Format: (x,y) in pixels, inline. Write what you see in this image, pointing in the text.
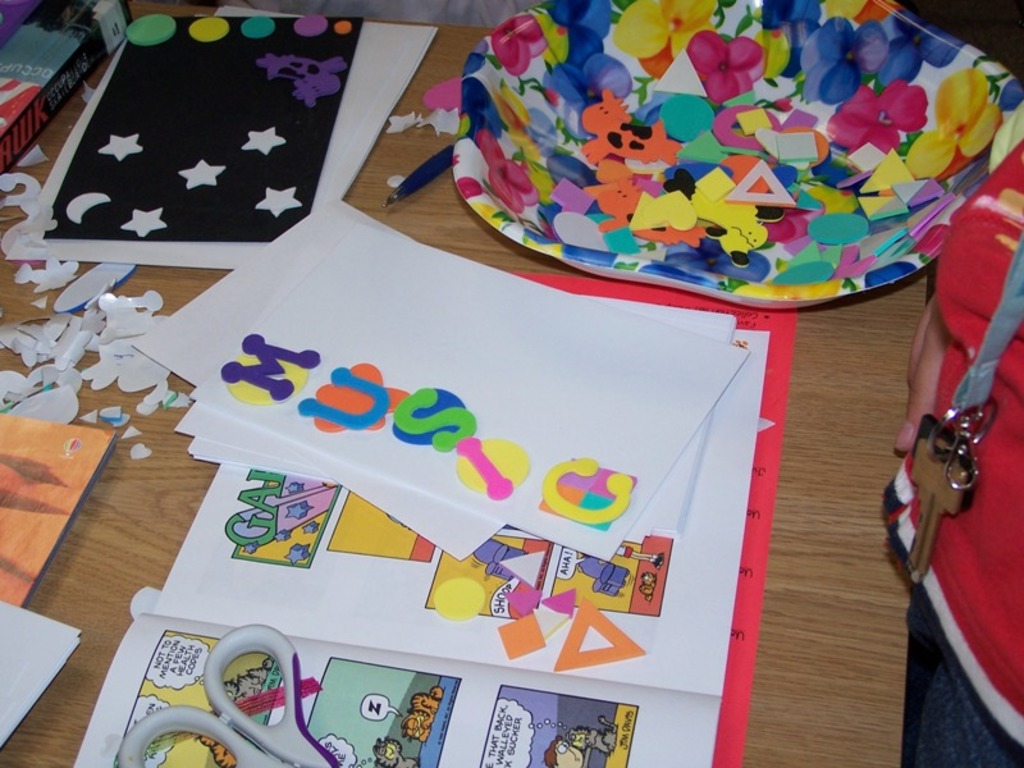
In this image there is books (428,620), papers (404,465), scissor (153,731), pen (405,188), some alphabets (409,399) and a dish (549,139) are placed on the table (812,660). On the right side of the image (983,575) there is a person (973,636) standing.
